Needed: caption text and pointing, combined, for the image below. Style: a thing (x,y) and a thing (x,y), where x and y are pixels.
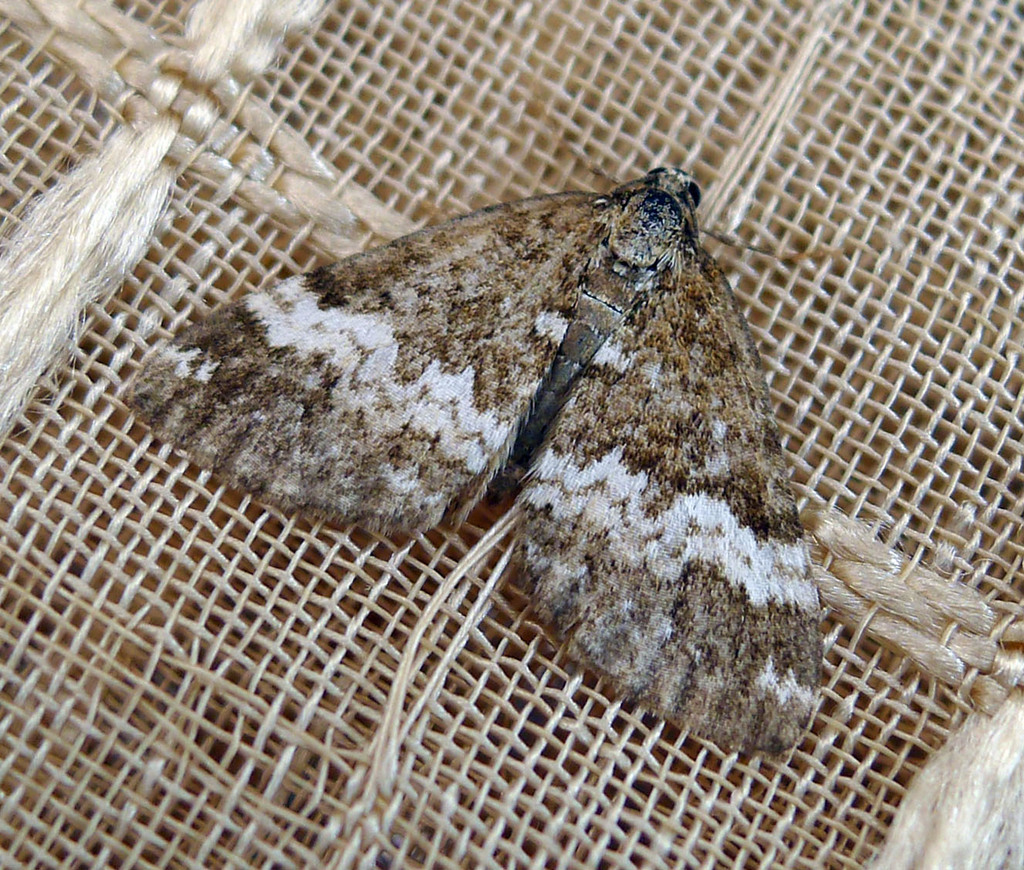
In this image we can see an insect (636,440) on the jute mat (144,641).
